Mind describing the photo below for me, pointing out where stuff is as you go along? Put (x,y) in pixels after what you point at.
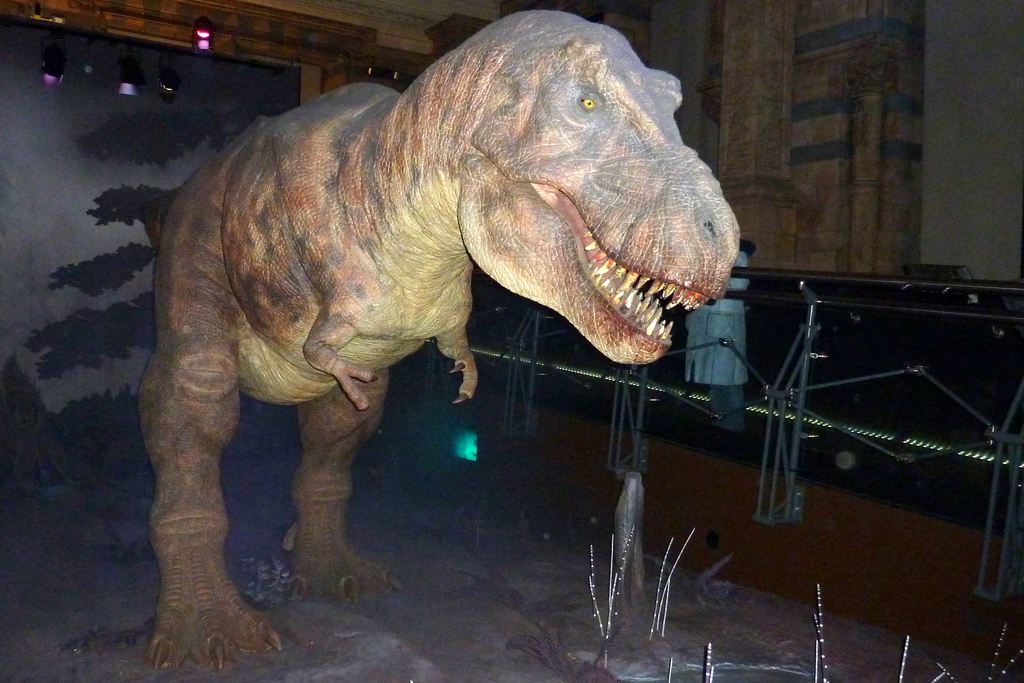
In this image we can see the building model (564,273) of a dinosaur (557,241), grills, electric lights (165,94) and walls (1005,116).
